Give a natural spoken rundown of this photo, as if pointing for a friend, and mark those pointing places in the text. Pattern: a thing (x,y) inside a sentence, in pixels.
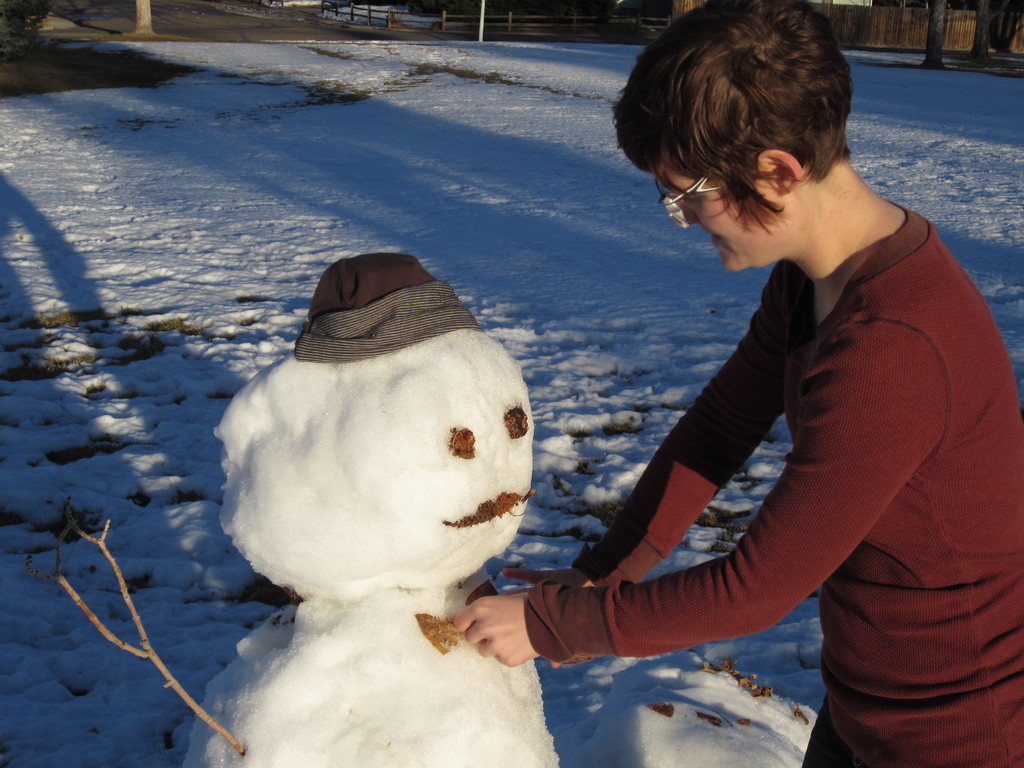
The picture consists of a woman (820,386) in red dress (718,450) and there is snow (284,283). In the background (20,18) there are trees (984,33), railing (955,43) and other objects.
